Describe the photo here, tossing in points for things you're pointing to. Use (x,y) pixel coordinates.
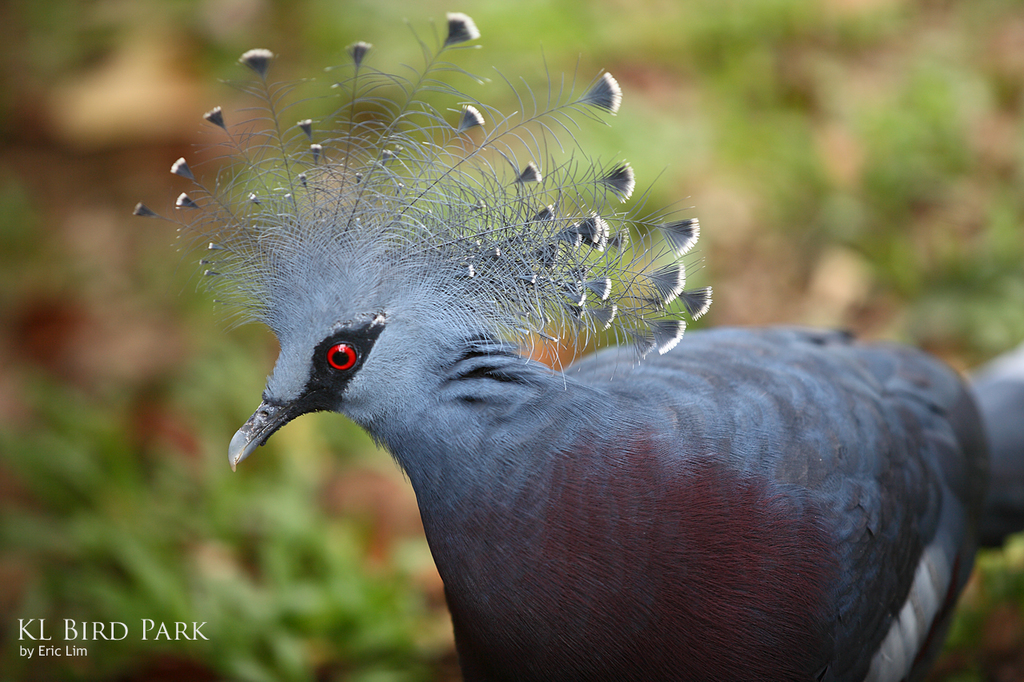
In this image there is a beautiful bird (311,343), in the background (957,198) it is blurred.
